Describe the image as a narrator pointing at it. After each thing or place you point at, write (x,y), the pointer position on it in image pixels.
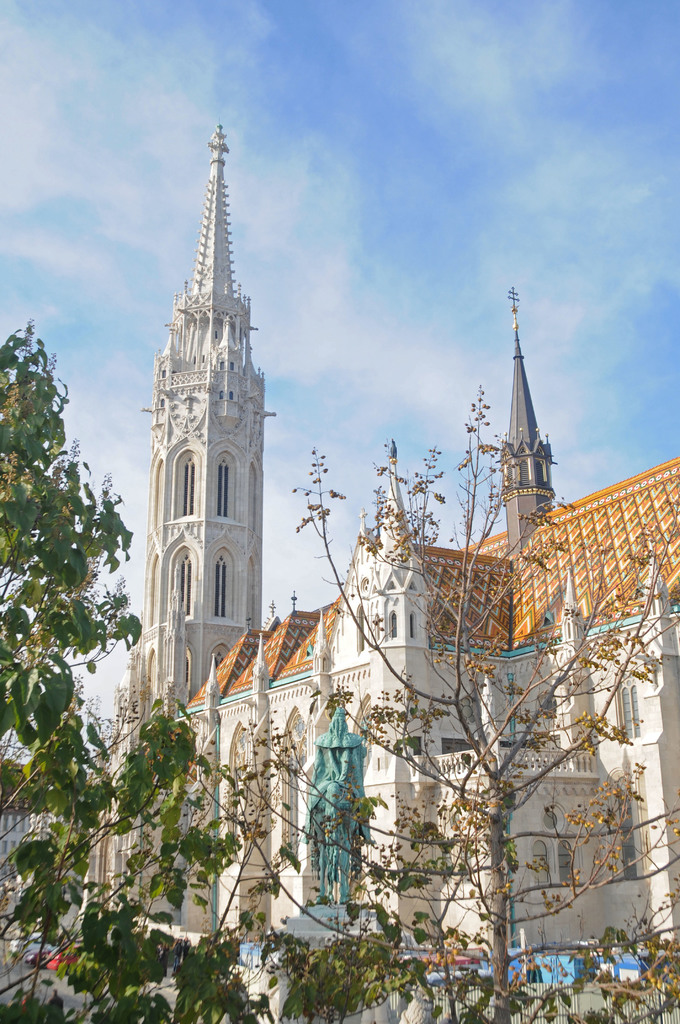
In this image we can see trees (319,1009), sculpture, and buildings (280,698). In the background (284,493) there is sky (292,312).
